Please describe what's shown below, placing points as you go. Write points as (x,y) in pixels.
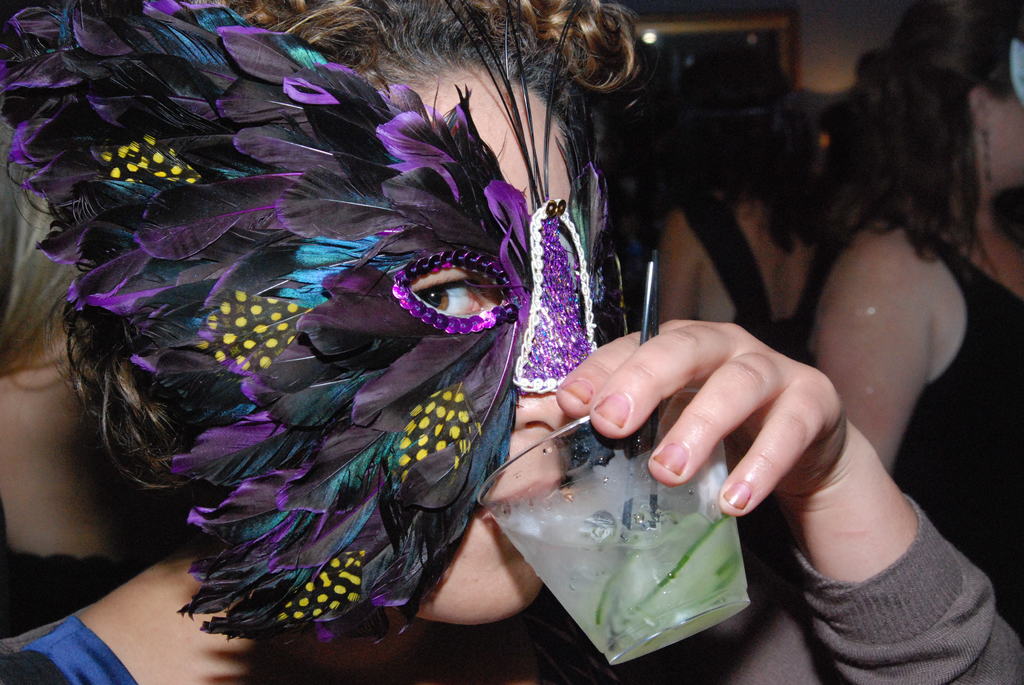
In this image we can see a few people (431,276), among them the center person (377,401) is holding a glass (545,506) and in the background (663,42) we can see the window (685,44) and a light (647,33).
